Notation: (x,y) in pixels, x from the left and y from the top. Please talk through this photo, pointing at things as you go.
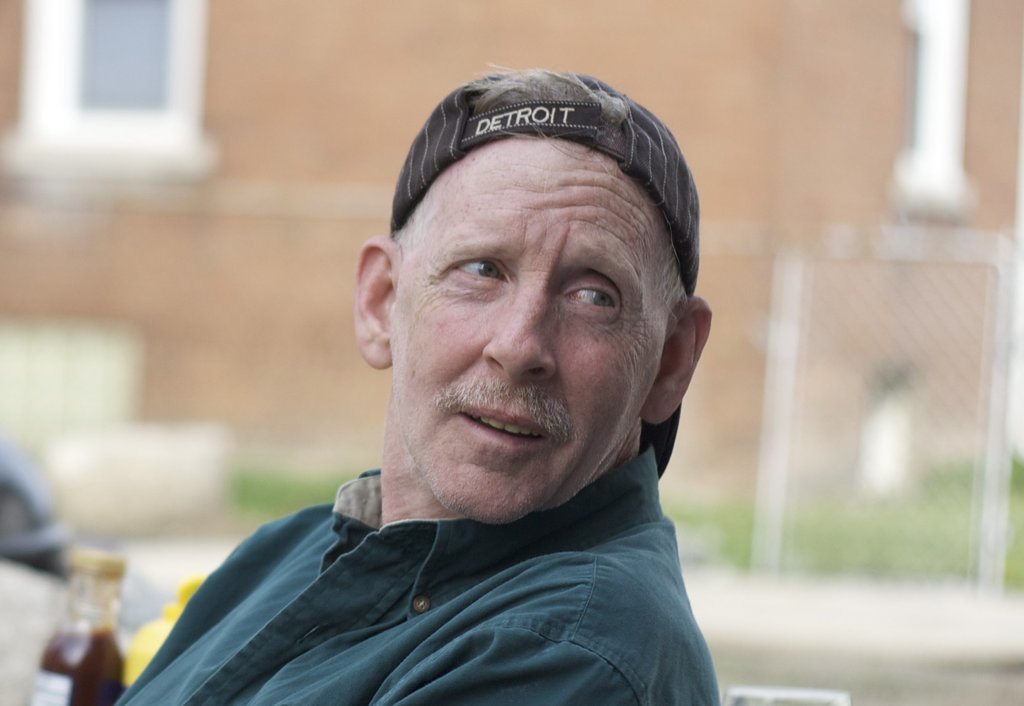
In the center of the image (456,395) there is a man (551,437). He is wearing a cap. In the background (833,390) there is a building (851,150) and a mesh (832,328).
